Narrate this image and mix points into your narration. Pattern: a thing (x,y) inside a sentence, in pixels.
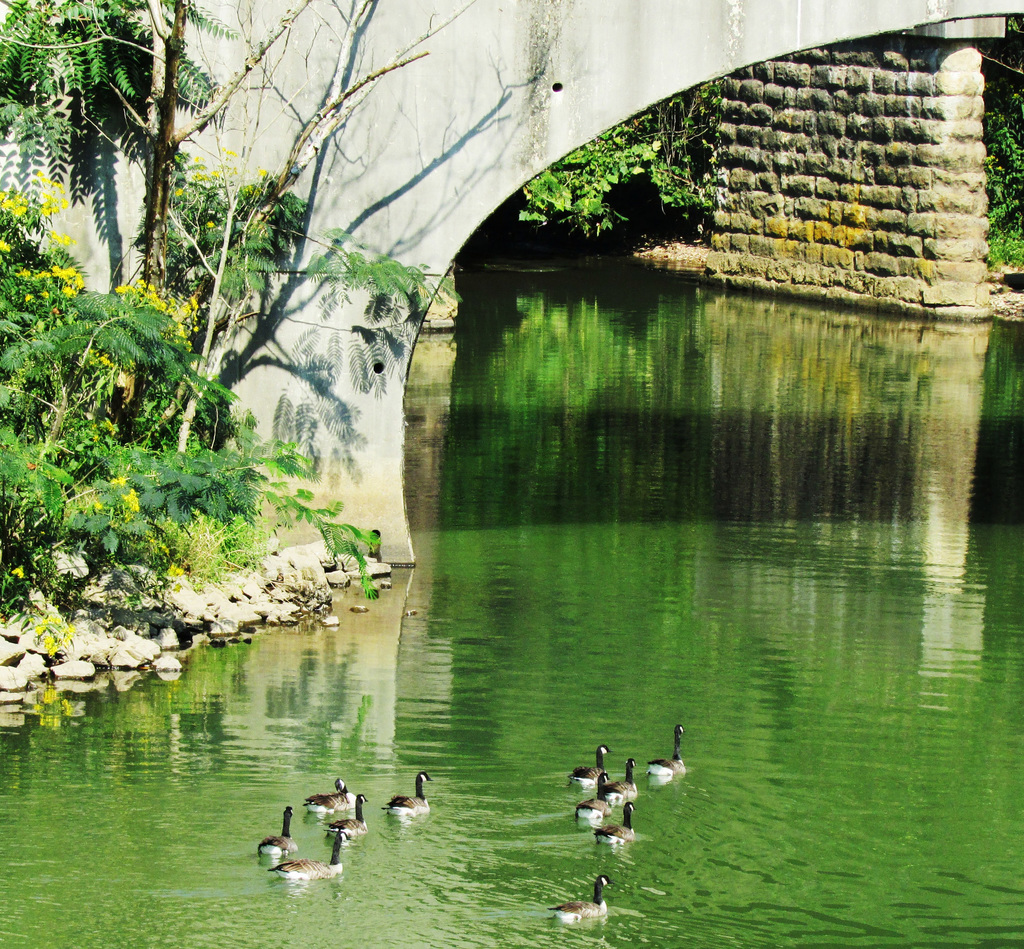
In this image on the water body (486,835) there are birds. This is a bridge (708,25). In the background (176,337) there are trees (251,265).
